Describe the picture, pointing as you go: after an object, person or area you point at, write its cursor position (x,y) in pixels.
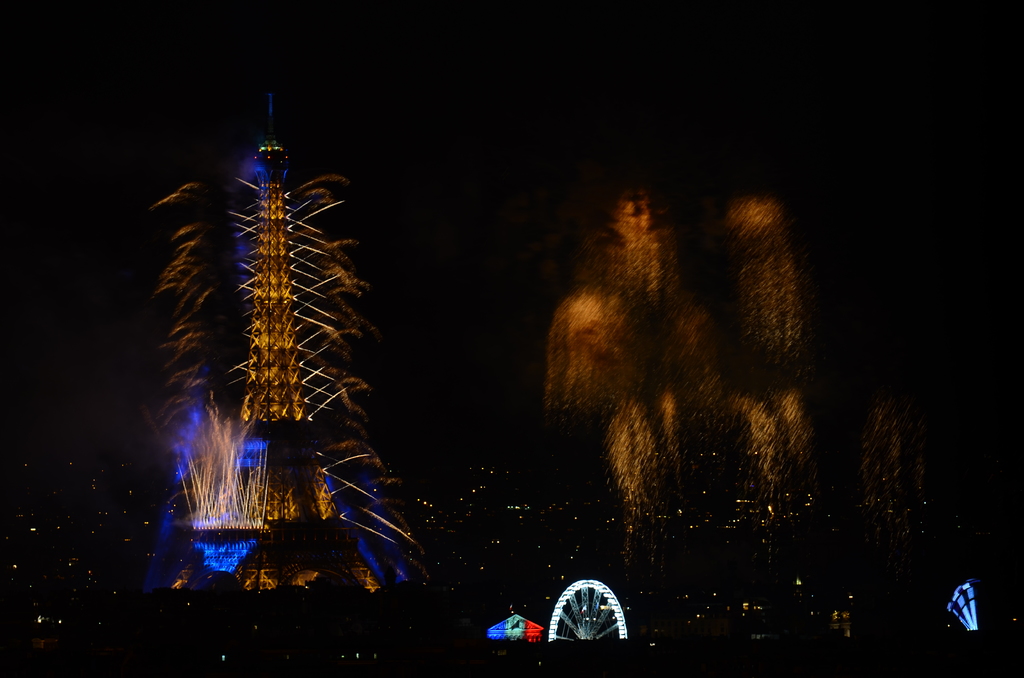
In the image there is an Eiffel tower (259,445) with lights (249,458). At the bottom of the image (588,588) there is a giant wheel (566,628) with lights (575,583). In the image there are fireworks (783,286). And there is a dark background (34,587).
